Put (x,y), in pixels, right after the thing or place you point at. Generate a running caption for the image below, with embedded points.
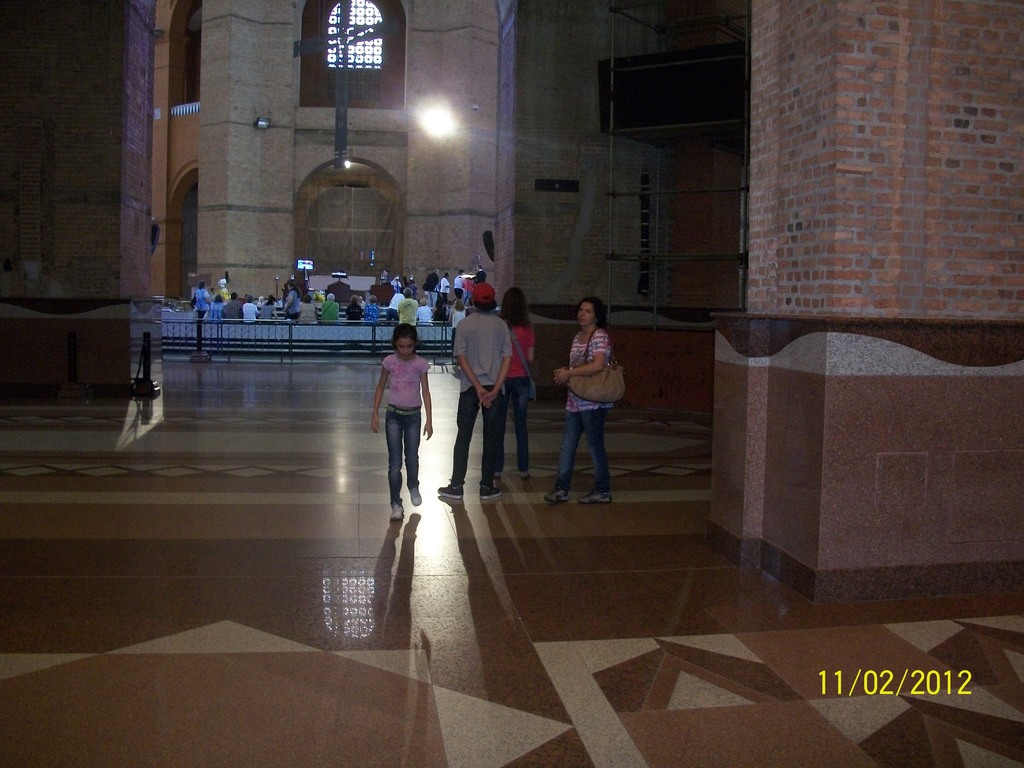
In the image there are a group of people (514,341) standing beside a pillar (753,354) in a building (74,30) and behind them there are many other people (231,300) busy with some work and in the background (366,66) there are few windows (354,56) in between the wall (435,158) of the building (442,155) and in the middle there is a light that is lightened up.
